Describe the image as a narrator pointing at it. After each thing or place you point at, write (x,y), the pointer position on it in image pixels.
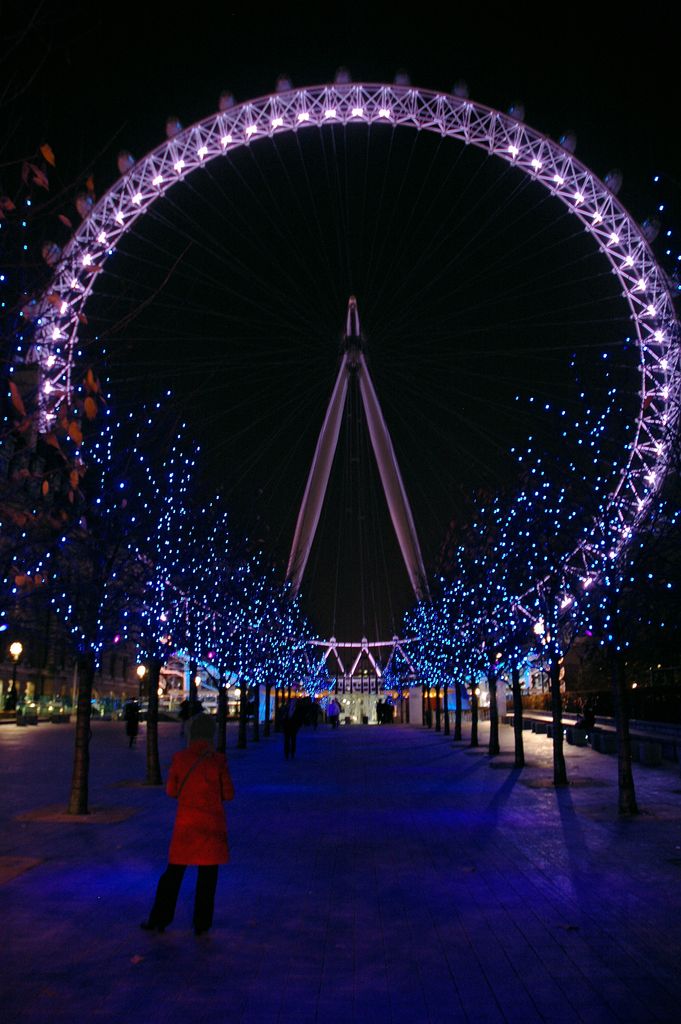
In this picture I can see the wheel (596,569) with lights (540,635). At the bottom (190,792) there is a woman (196,784) who is wearing red jacket (175,826), trouser (163,902) and shoes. She is standing near to the trees (159,773). In the background (45,646) I can see the building (353,705), monuments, street lights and other objects (398,646). At the top (402,31) I can see the darkness (393,31).
